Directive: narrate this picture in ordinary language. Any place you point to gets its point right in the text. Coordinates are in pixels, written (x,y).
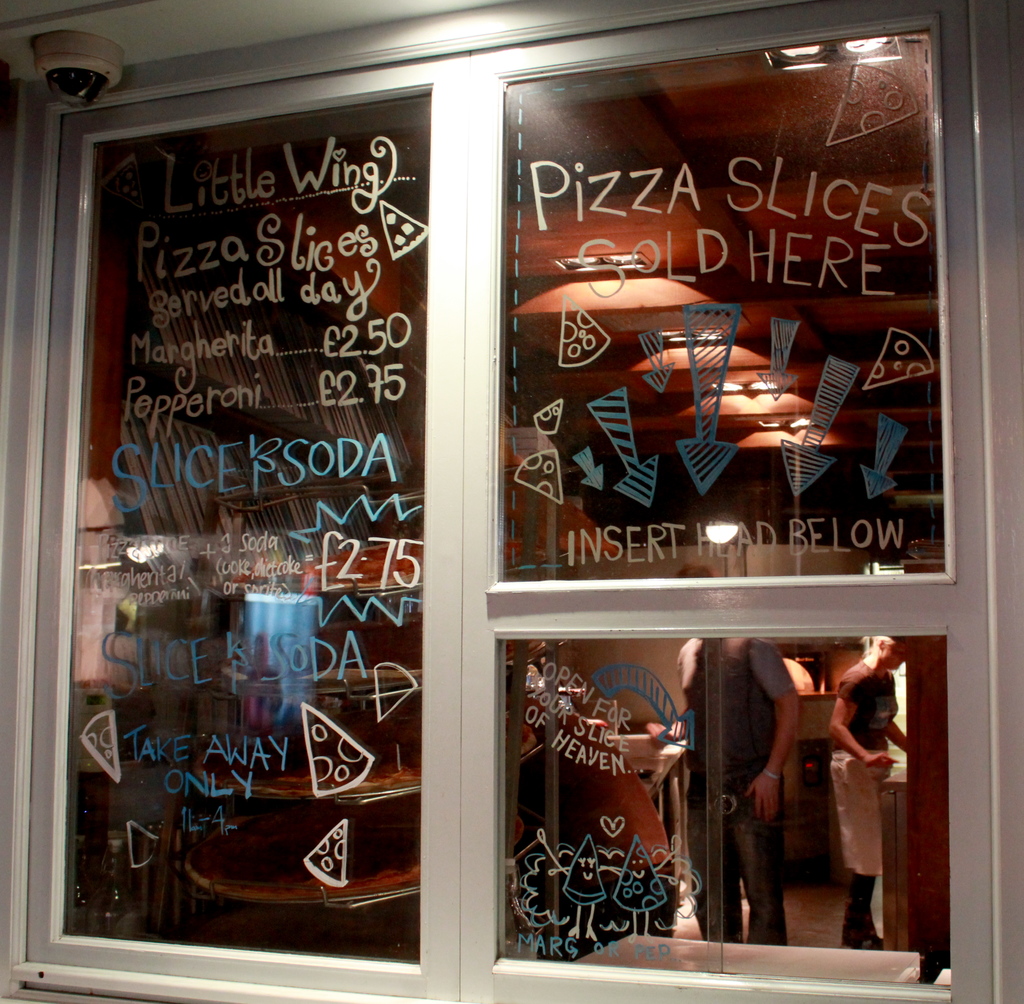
In the foreground of this image (356,592), there is text (380,541) on a glass window (206,362). On the left top (61,76), there is a CCTV (78,60). In background (776,747), there are persons (790,744) standing, tables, light (767,427) to the ceiling (676,310), the wall (668,647) and few books (248,449) in the shelf (248,449) is on the left (261,496).
